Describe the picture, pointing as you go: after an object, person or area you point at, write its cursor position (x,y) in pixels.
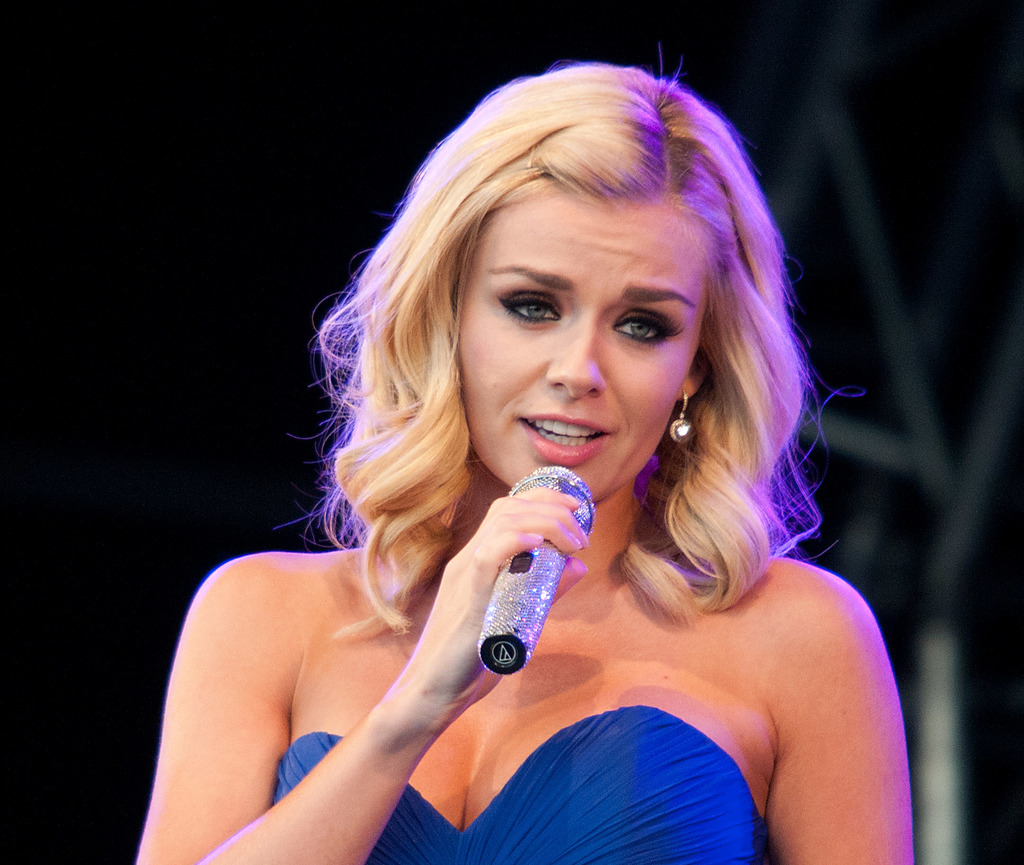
In this picture a woman (335,541) is talking with the help of microphone (498,591).
